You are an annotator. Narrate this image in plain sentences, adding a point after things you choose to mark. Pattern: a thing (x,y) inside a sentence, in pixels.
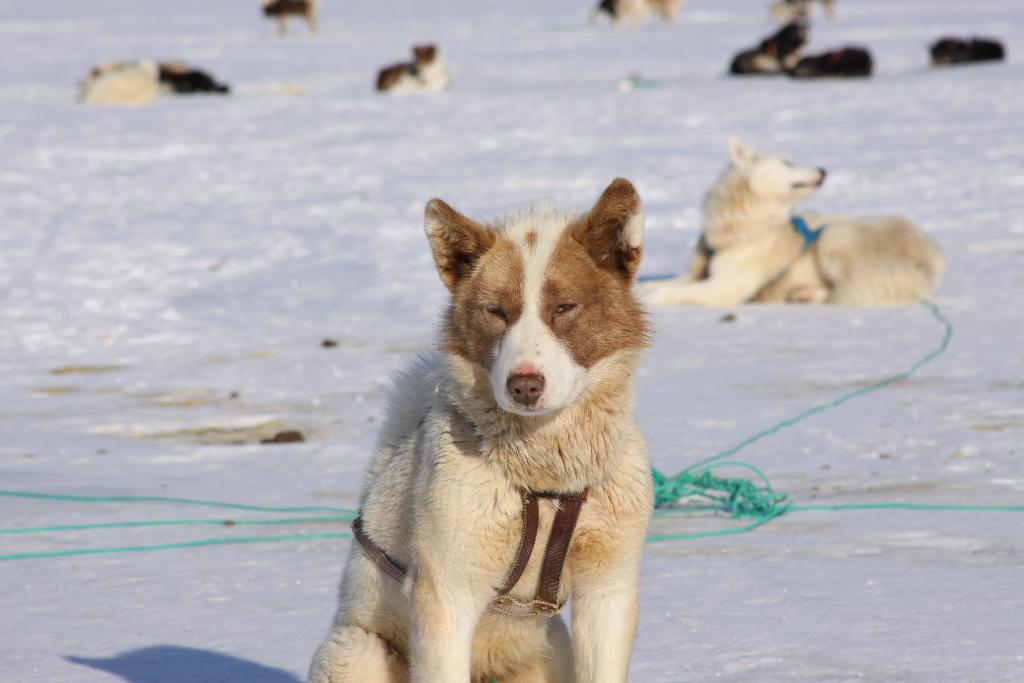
In this image, we can see some animals (415,507). There are ropes (705,479) at the bottom of the image (679,496). In the background (496,142), image is blurred.
